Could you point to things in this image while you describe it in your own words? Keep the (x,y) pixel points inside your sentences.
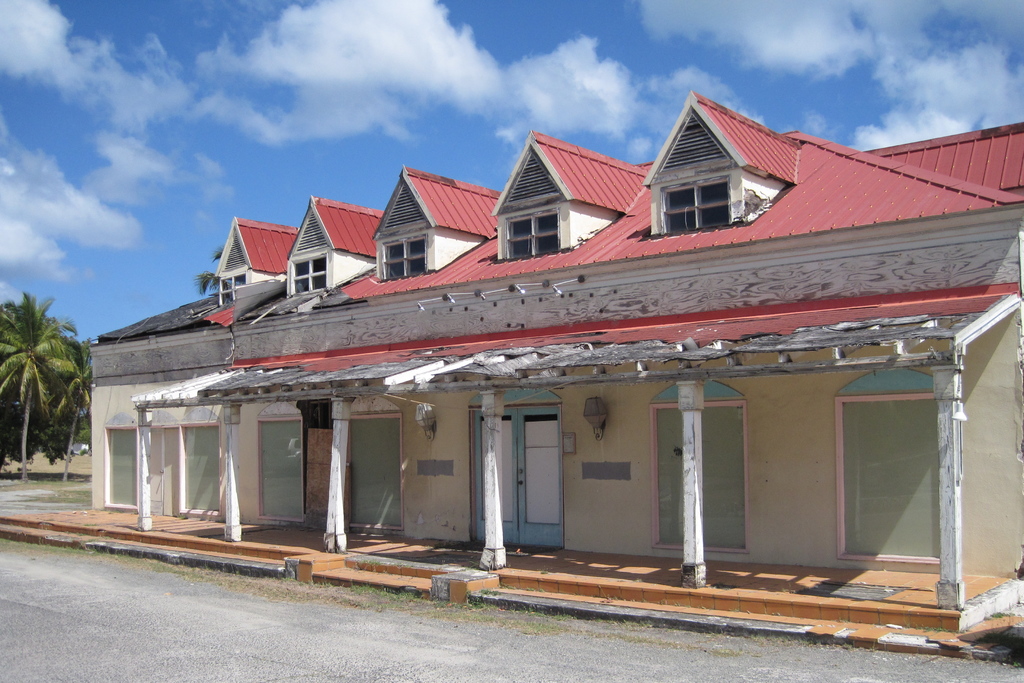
In this image we can see a house (529,499) with doors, pillars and red color roof (626,177), here we can see the road (65,646), trees (11,329) and the blue color sky (609,42) with clouds (136,152) in the background (550,125).
